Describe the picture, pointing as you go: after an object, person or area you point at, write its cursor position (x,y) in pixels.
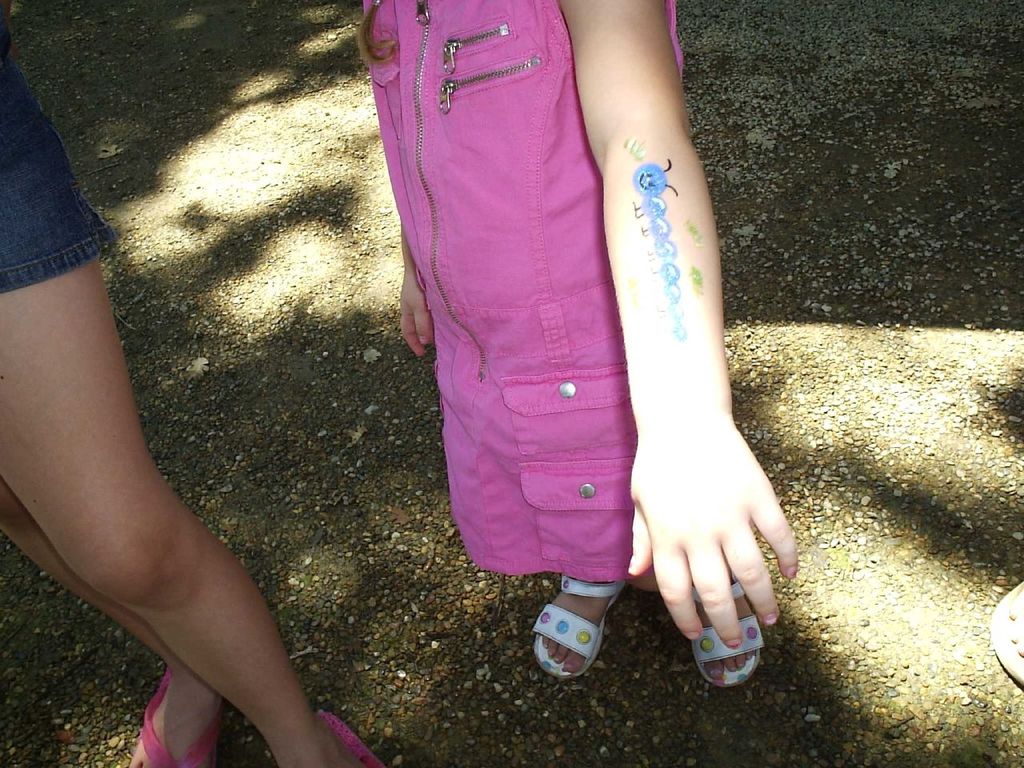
On the left side (54,143), there is a person (11,134) in shorts (17,161) wearing pink color slippers (347,738) standing on the road (360,722) near a child (597,170) who is in pink color dress (514,326) and is standing on the road (769,732). On the right side (1011,649), there is a person (1012,611) who is wearing slipper (1016,599) standing on the road (936,673) on which, there are small stones (862,300) and shadows (819,42) of some objects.
